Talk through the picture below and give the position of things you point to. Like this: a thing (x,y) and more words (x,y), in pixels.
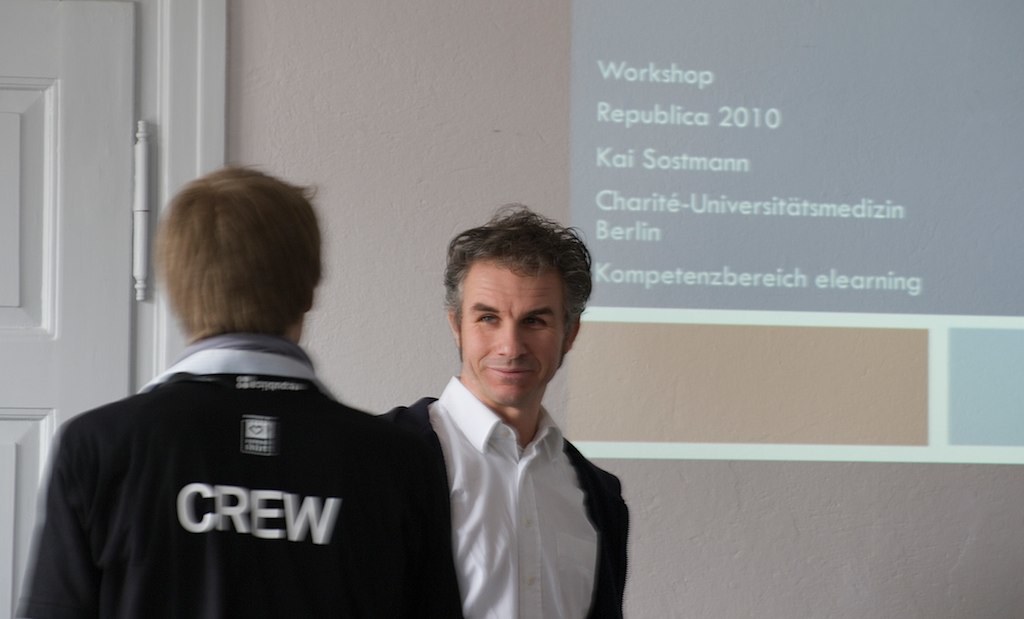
In the image, there are two persons (283,431) in white shirt (521,511) and black jacket (380,470) standing in front of wall (551,188) with projector screen (677,168) on it, on the left side (1,192) there is a door (53,228).
